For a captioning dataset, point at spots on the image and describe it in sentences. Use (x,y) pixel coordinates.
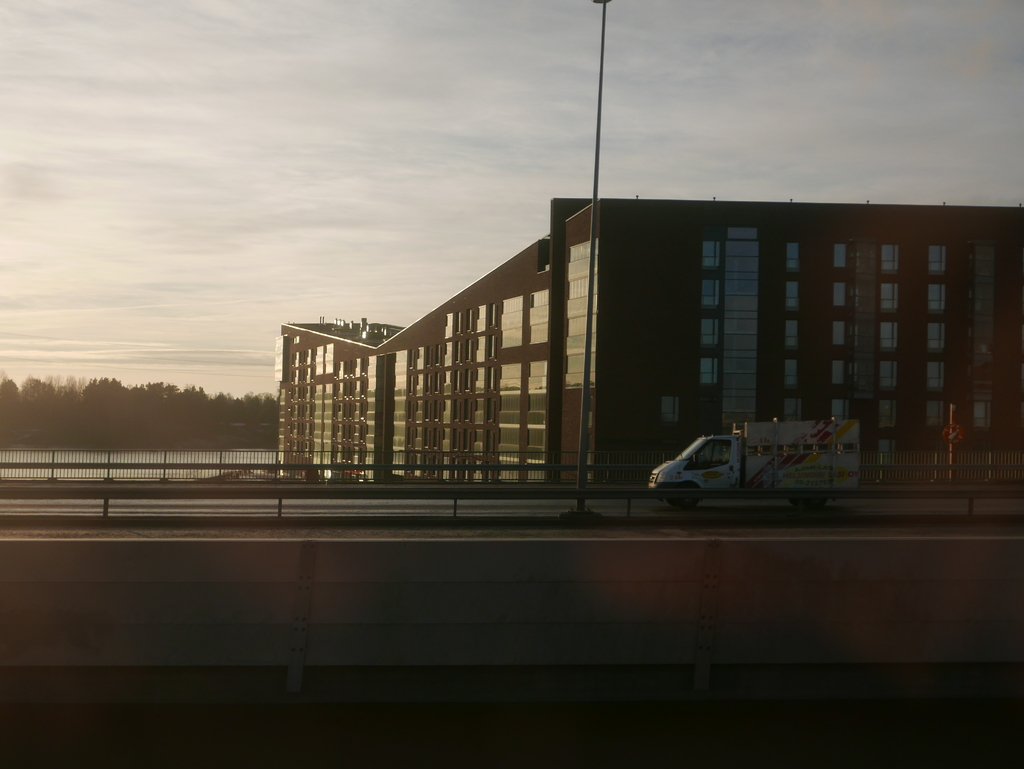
In the center of the image (487,500) there is a bridge (651,694). There is a vehicle (762,436) on it. In the background of the image (413,450) there is a building (421,390). There are trees (156,400). there is water (140,459). At the top of the image (371,108) there is sky (230,144).
